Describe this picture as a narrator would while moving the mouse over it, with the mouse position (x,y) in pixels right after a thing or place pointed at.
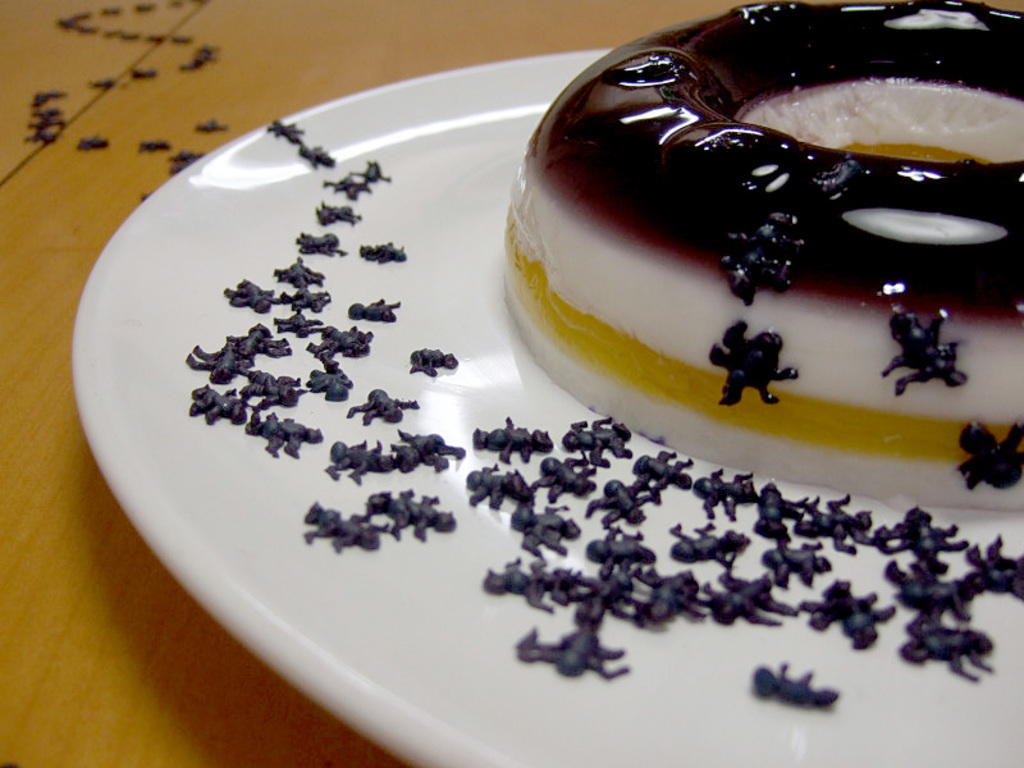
In this picture we can see a wooden surface (436,8), white plate (946,521) and the food (736,32).
